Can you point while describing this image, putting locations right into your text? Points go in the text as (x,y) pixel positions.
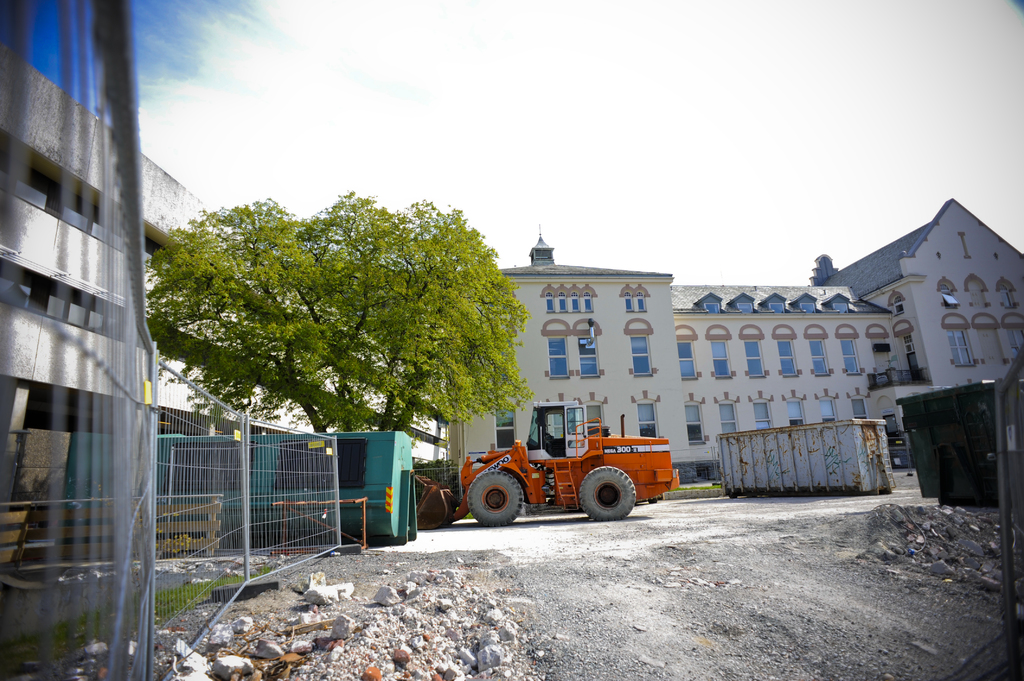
In this image we can see some buildings (579,330), windows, a tree (467,322), vehicle (479,478), fencing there are containers (410,488), rocks (887,511), also we can see the sky (582,63).
